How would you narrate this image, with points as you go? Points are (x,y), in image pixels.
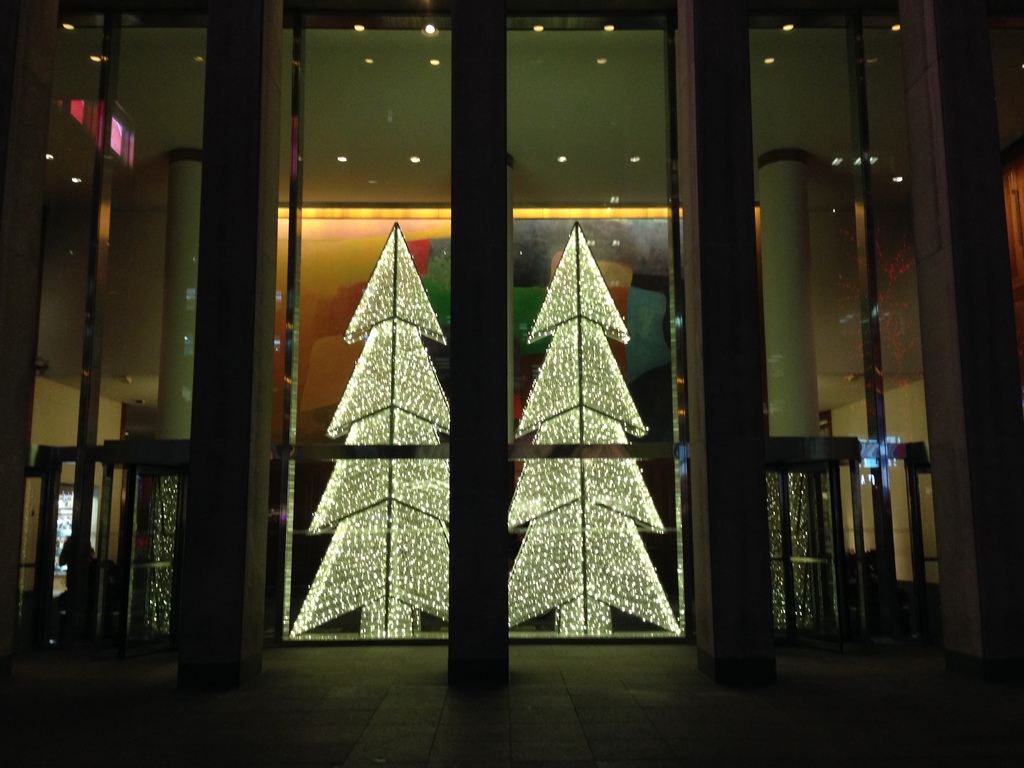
The picture consists of a building (565,91). In the foreground (254,308) there is a glass door (518,401), inside the door (136,588), there are lights (417,336), pillars (185,393). On the left (71,570), in the background (71,561) there is a person (69,555).
